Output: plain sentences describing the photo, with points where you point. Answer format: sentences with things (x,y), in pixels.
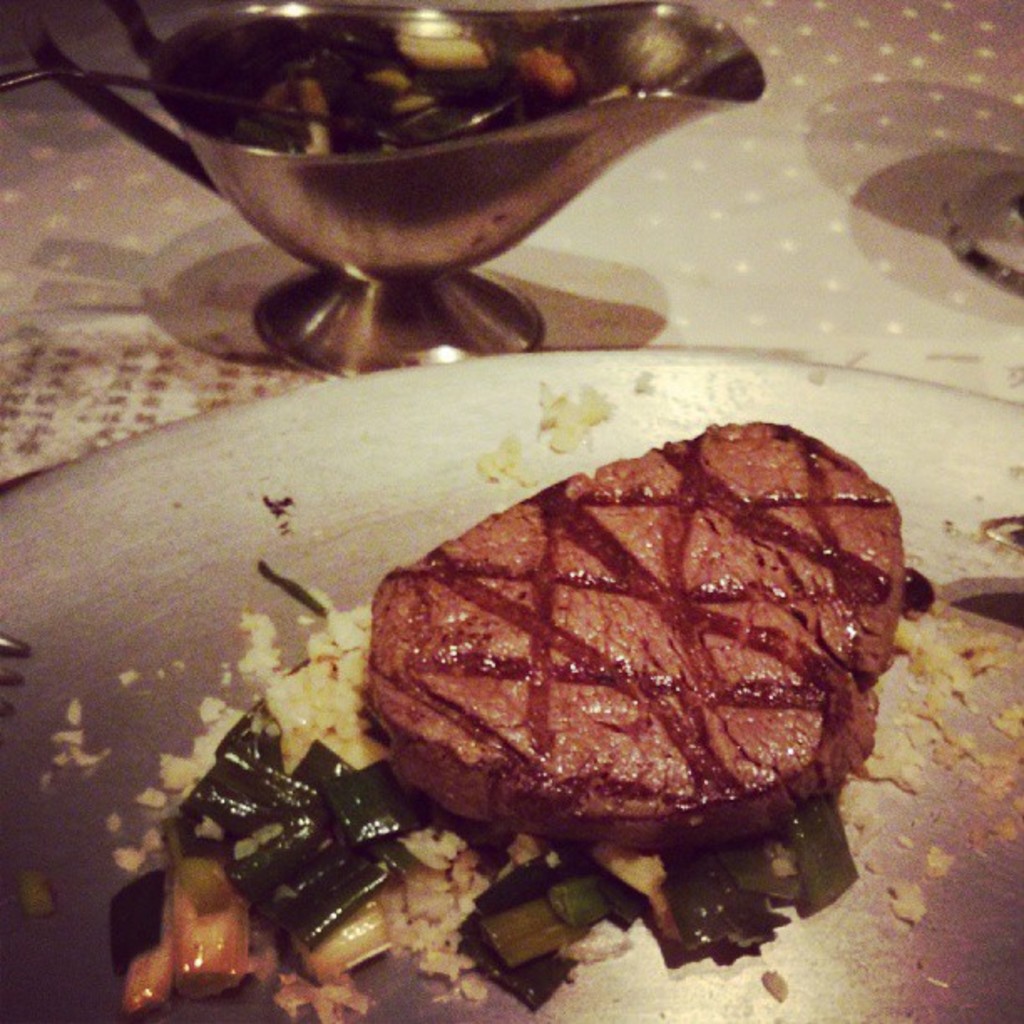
In this image at the bottom (17,743) there is one plate (647,423), in that plate (108,798) there are some food items (519,574) and beside the plate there is one bowl (371,168). In the bowl (490,131) there is one spoon (157,81), and at the bottom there is a table (795,270).
